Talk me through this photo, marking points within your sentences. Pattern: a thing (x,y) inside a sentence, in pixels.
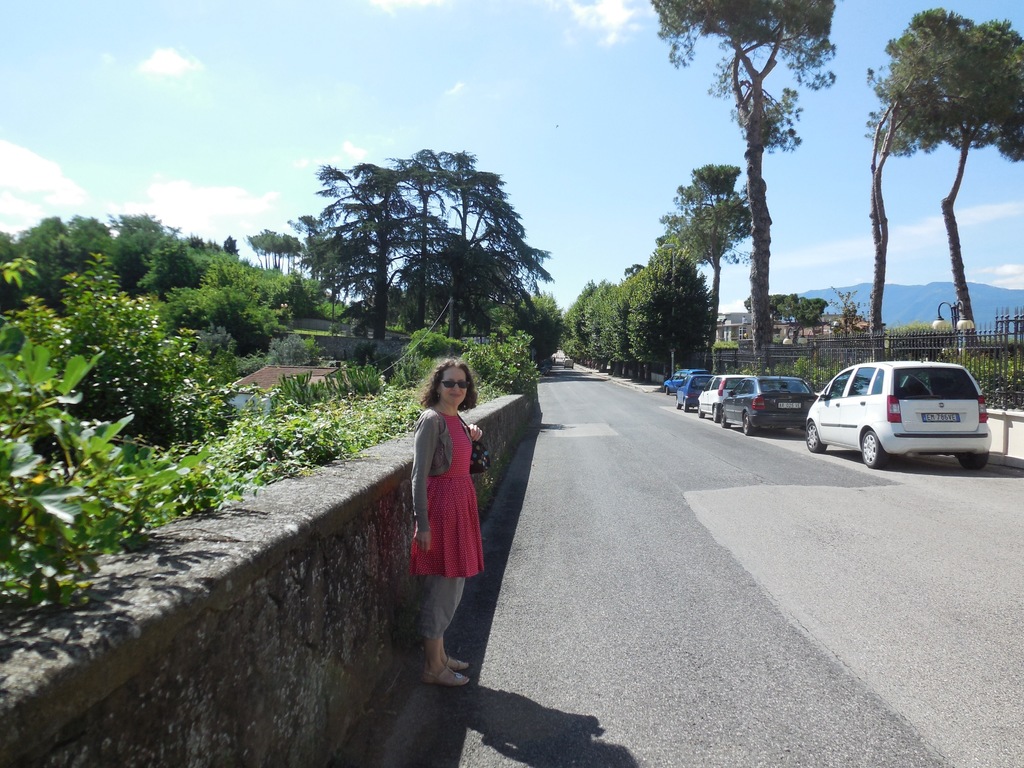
Towards right (704,311) we can see trees (688,310), fencing (882,341), plants (938,336), buildings (739,328), street light (948,323) and cars (691,401). In the foreground of the picture (450,425) there are plants (214,425), wall (363,526), person (436,507) and road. Towards left (238,261) we can see trees (213,272) and plants (23,299). At the top (371,77) there is sky (862,163). In the background (948,293) towards right (900,296) there is a mountain (868,295).
